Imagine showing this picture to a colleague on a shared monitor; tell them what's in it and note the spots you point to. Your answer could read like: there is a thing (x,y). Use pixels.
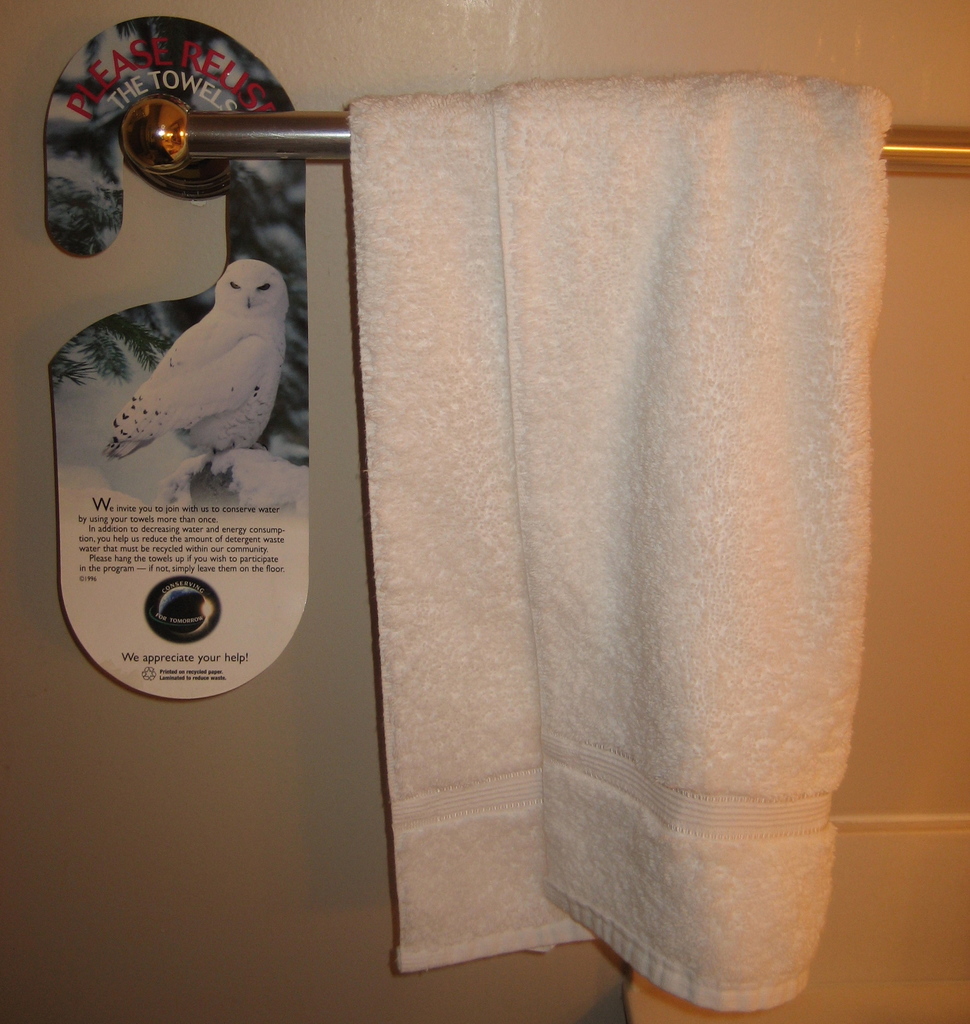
In this image I can see a towel (368,153) hanging on the rod (304,150). On the left side (188,381) I can see a board (228,522) with some text (199,538) written on it. In the background (131,809), I can see the wall (914,834).
